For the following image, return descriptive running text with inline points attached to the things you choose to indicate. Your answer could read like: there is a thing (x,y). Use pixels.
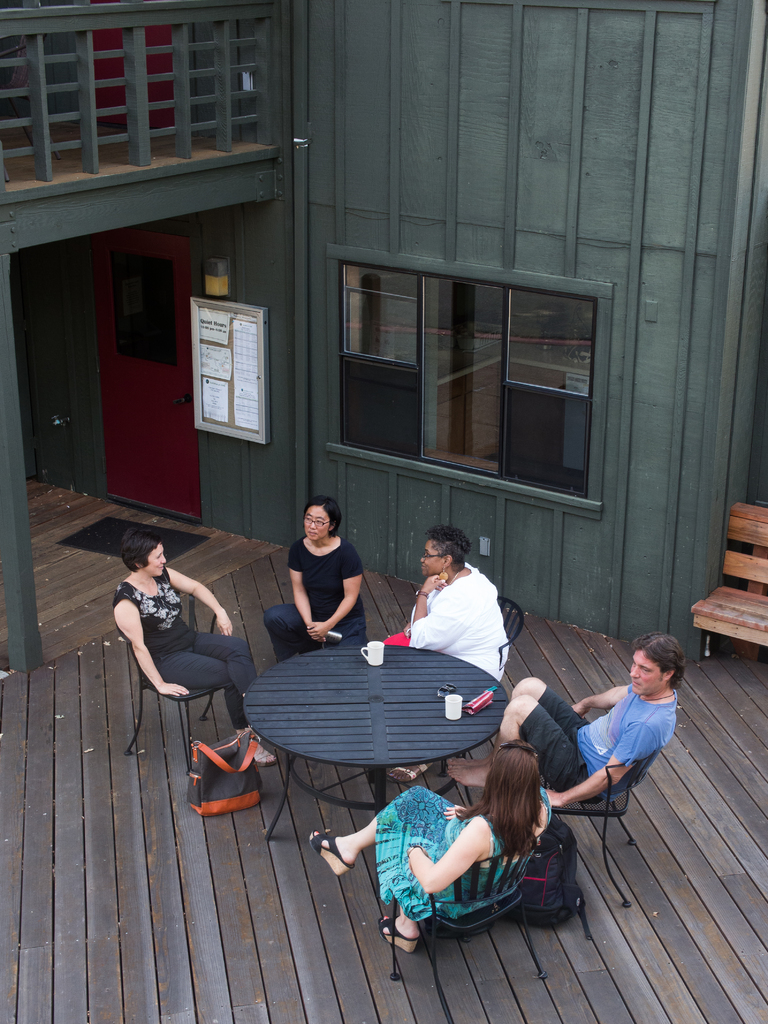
In this image we can see few people (439,822) sitting on chairs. In the middle (308,669) we can see few objects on a table (398,746). Behind the persons (307,608) we can see a building (173,330). On the building (257,301) we can see windows (532,369), a door (188,363) and a board (232,421). On the board (230,396) there are few papers (236,389). On the right side (733,611), we can see a bench (729,601). At the top (222,138) we can see a fencing (219,58).
